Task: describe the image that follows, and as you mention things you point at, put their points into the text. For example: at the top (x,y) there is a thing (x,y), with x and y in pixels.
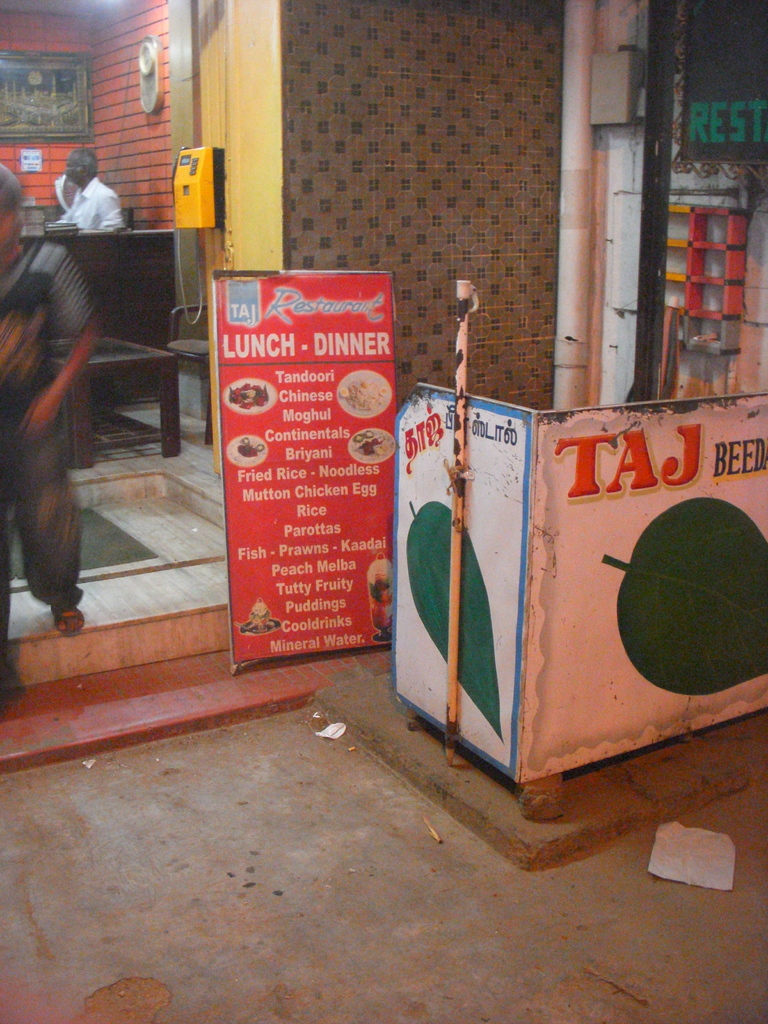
On the right side of the image (634,511) we can see a stall (508,586) and a board (281,587). On the left (102,215) there is a man (88,208) sitting and we can see tables (141,315). There is a telephone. In the background (90,121) there are frames (86,111) placed on the wall (163,77) and we can see a man (64,493) walking.
